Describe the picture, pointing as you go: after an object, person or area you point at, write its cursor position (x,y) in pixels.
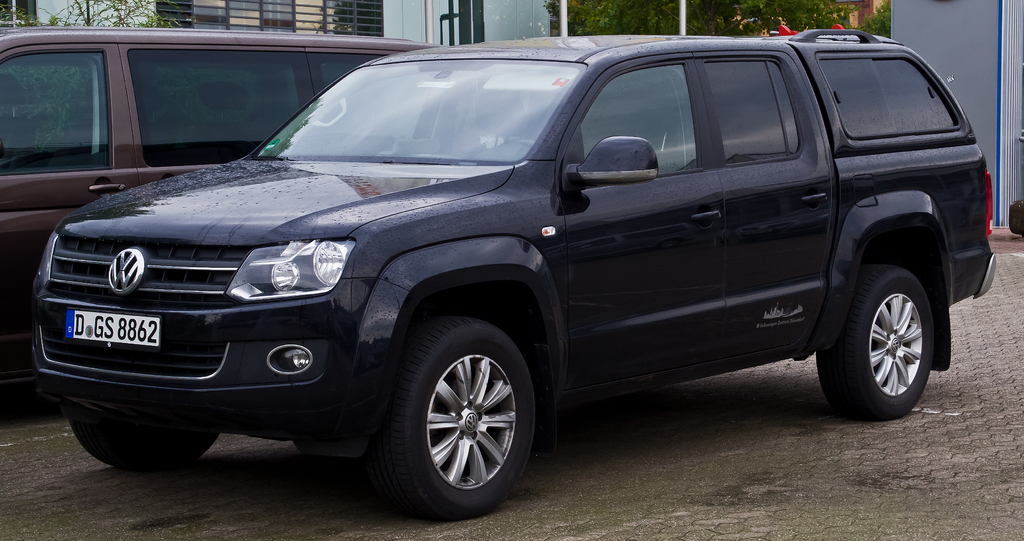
This is an outside view. Here I can see two cars (122,183) on the ground (647,462). In the background (441,23) there is a building (324,23) and also some trees (635,21).
